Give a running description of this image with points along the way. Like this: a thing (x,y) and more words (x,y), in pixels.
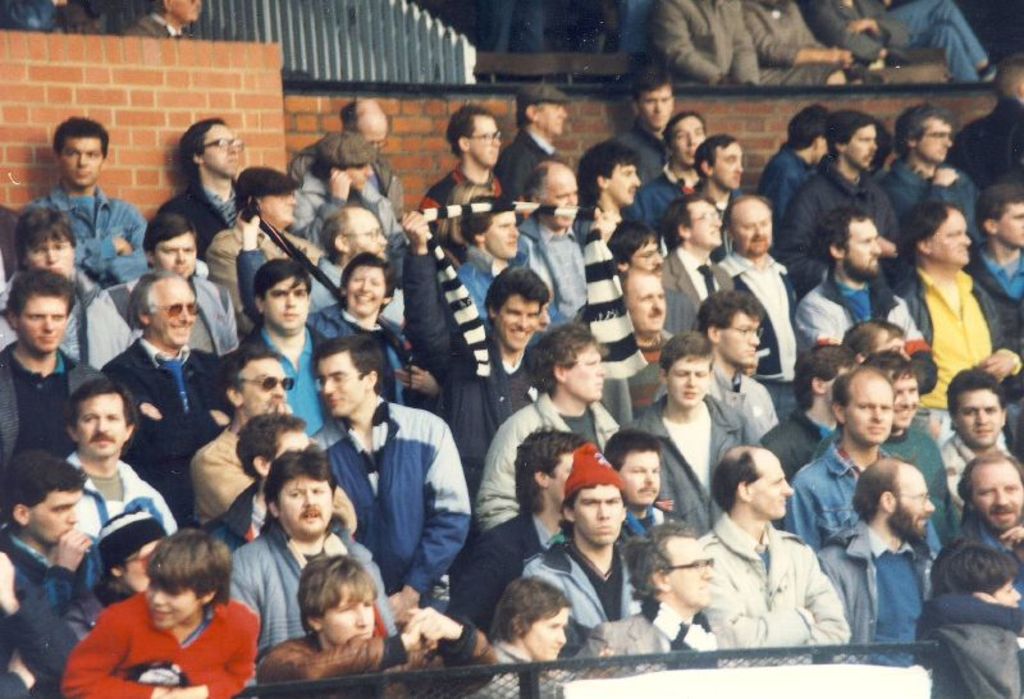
In this image I can see a group of people (436,363) standing and facing towards the right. I can see a brick wall (175,115) behind them. I can see a wooden fence (370,30). I can see some more people (750,23) behind the brick wall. I can see a metal mesh (328,686) at the bottom of the image (760,647).
